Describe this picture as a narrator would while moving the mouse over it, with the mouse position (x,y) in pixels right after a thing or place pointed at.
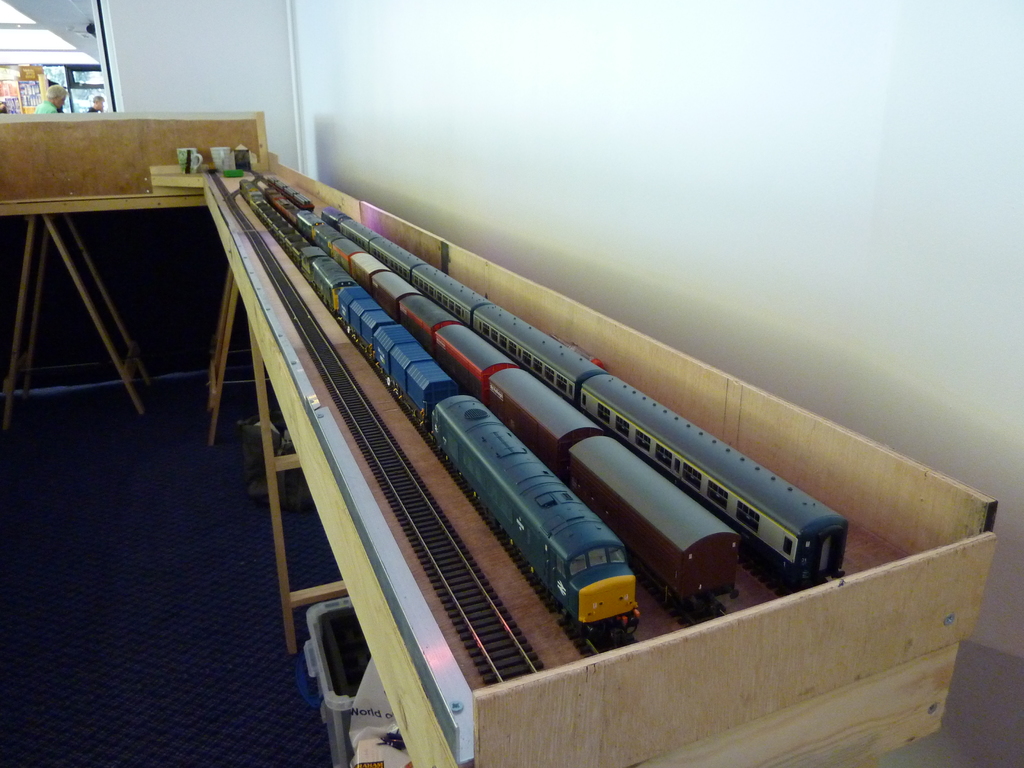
In the image we can see the train toys (540,411) on the track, this is a train track (417,539), table (220,217), wall (562,91) and floor (177,620). We can see there are even people (42,106) wearing clothes (40,113).
